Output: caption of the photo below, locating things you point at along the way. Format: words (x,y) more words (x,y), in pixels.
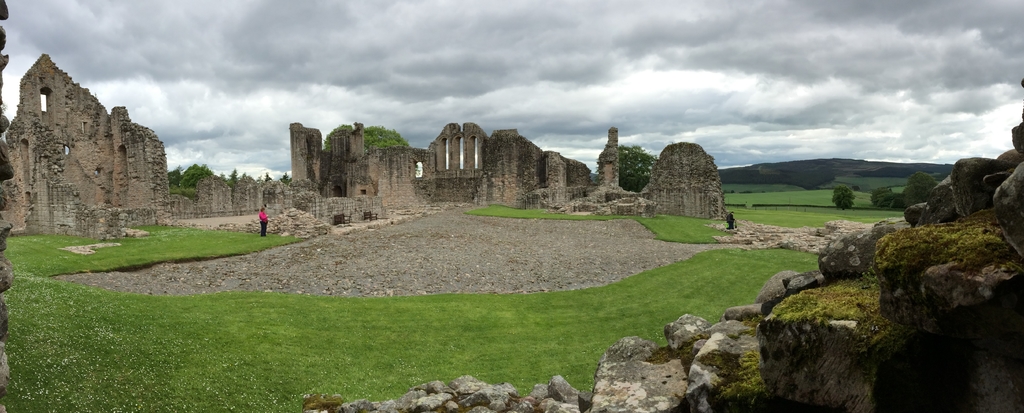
In this picture, there are stone architectures (473,171) in the center (553,209). At the bottom (670,319), there is grass (657,285) and stones (843,324). Towards the left (266,221), there is a person (266,211). On the top (571,65), there is a sky (656,62) with clouds (657,99).
